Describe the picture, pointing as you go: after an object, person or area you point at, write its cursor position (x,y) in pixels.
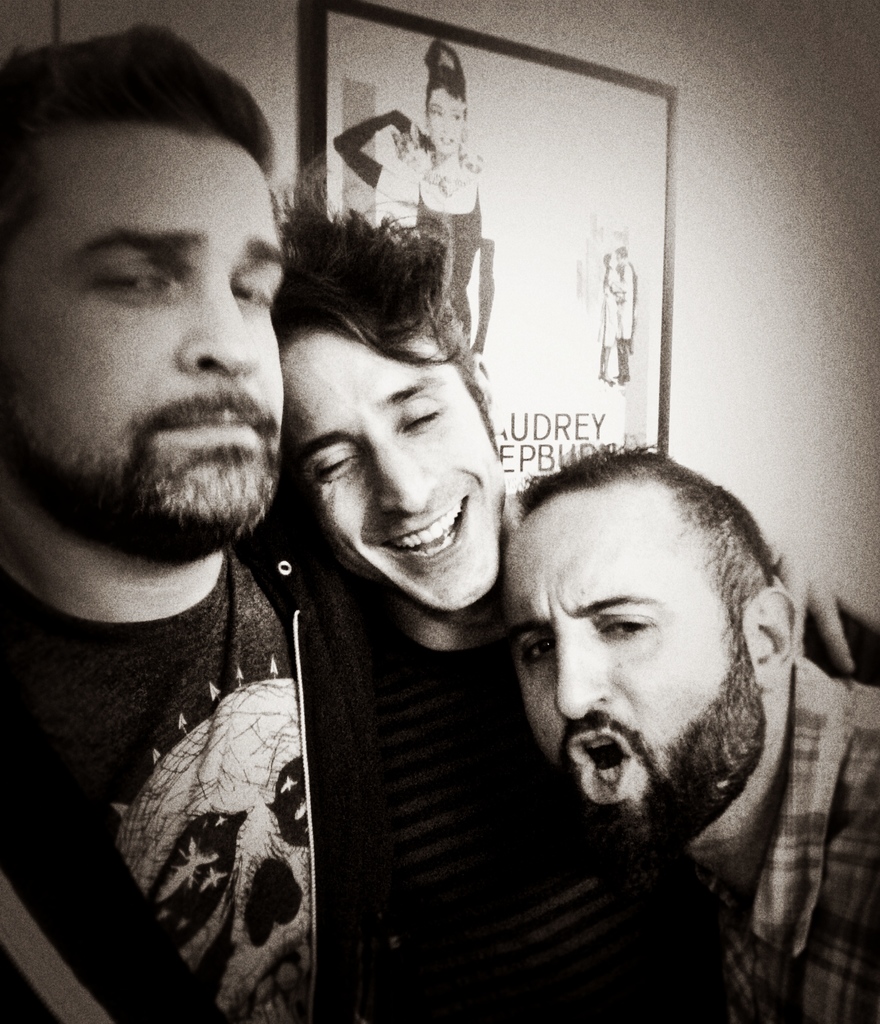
It is a black and white image there are three men (307,654), three of them are taking a selfie and they are posing with weird expressions (403,544), behind the men (559,996) there is a poster (418,146) attached to the wall (269,116).
